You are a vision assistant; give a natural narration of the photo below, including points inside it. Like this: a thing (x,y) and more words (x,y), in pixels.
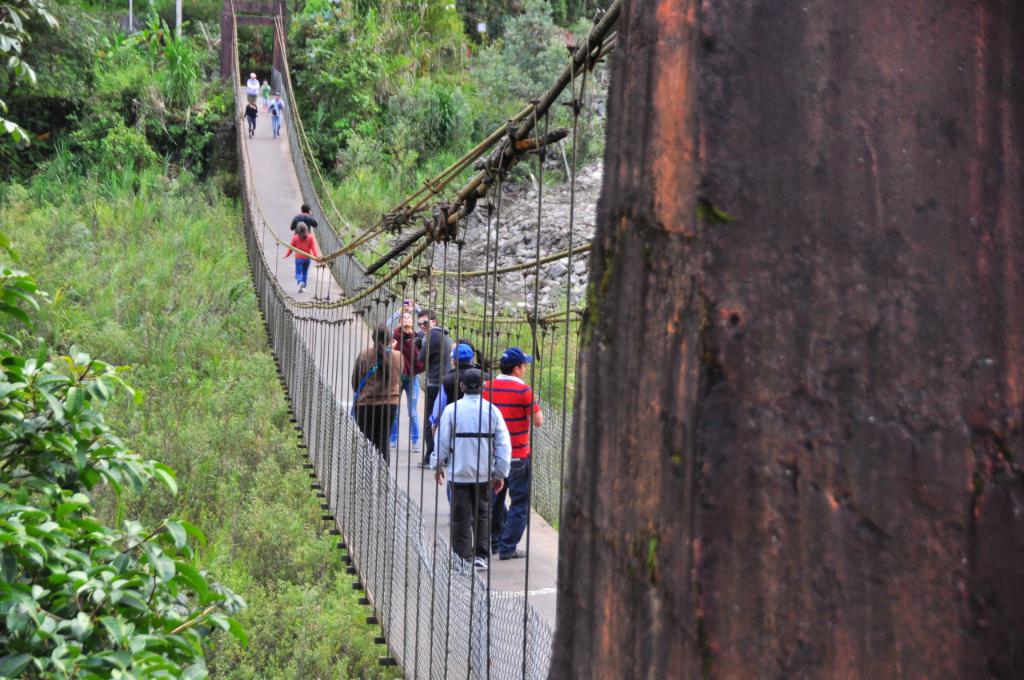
In this picture we can see a tree trunk (632,399) and a group of people (445,402) on a bridge (362,468). In the background (231,186) we can see trees (328,134), soil (591,237) and poles (132,20).
